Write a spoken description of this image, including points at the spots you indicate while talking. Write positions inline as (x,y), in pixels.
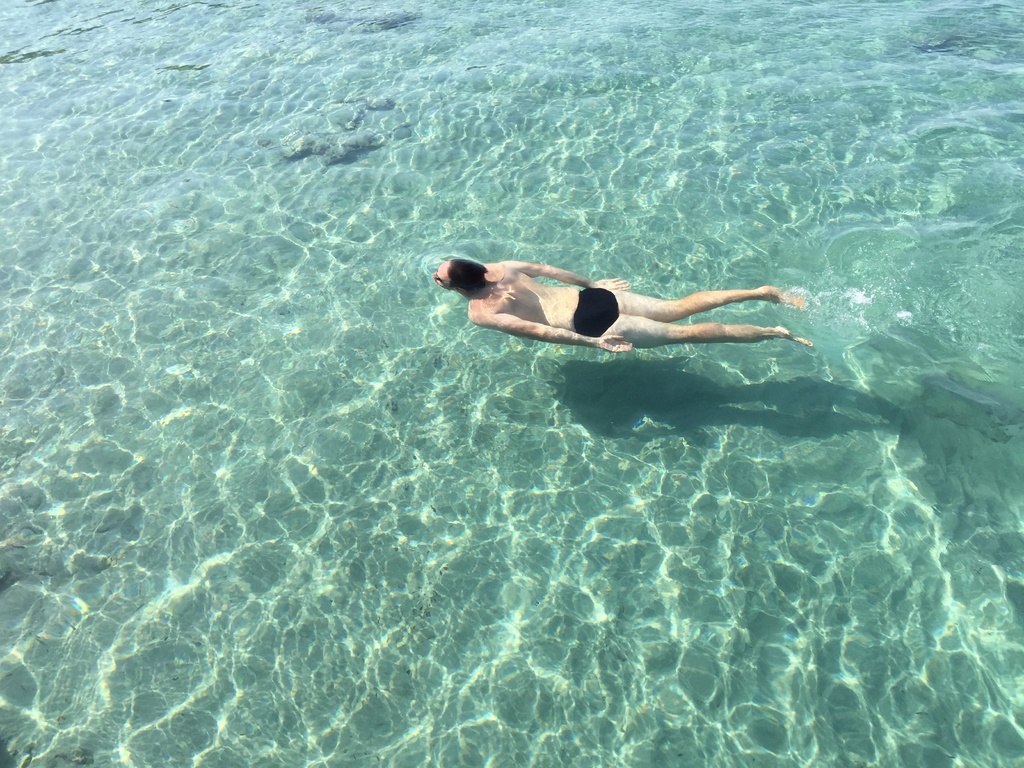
In this image I can see a person (522,315) is swimming in the water (706,351). I can also see some rocks (333,163) in the water (302,82).
